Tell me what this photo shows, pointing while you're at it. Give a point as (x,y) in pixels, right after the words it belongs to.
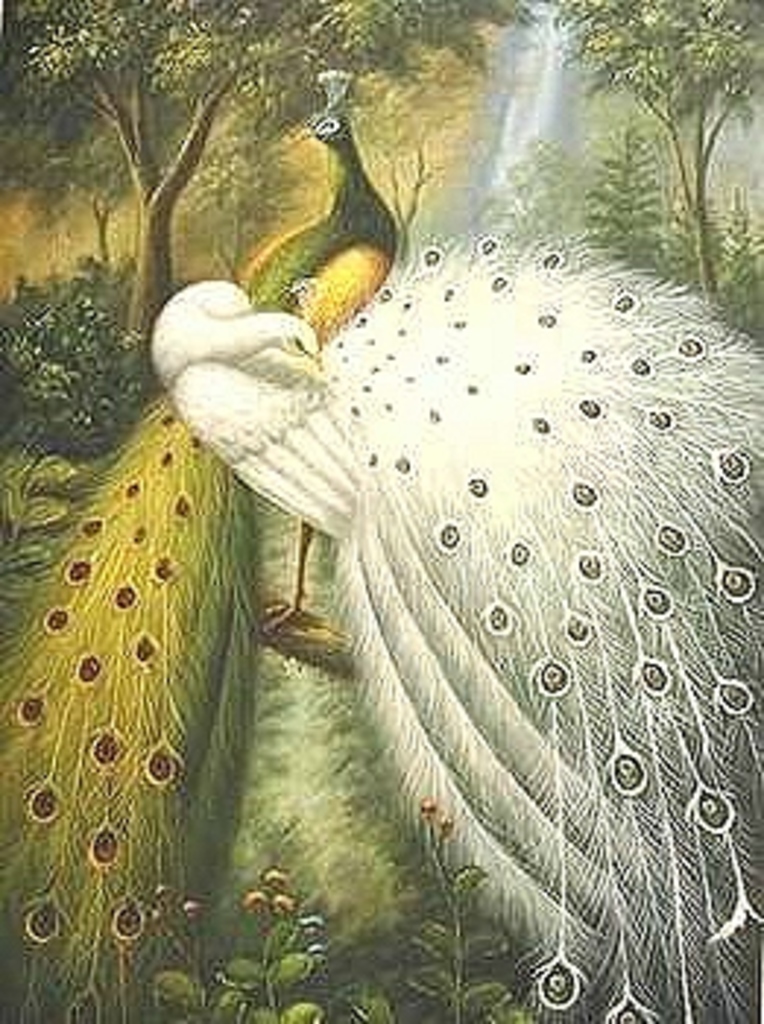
The picture looks like a painting frame. In the foreground of the picture (321,716) we can see plants (273,942), grass (287,742) and peacocks (175,311). In the background (164,165) there are trees (289,194), plants (50,350) and waterfall (502,106).
